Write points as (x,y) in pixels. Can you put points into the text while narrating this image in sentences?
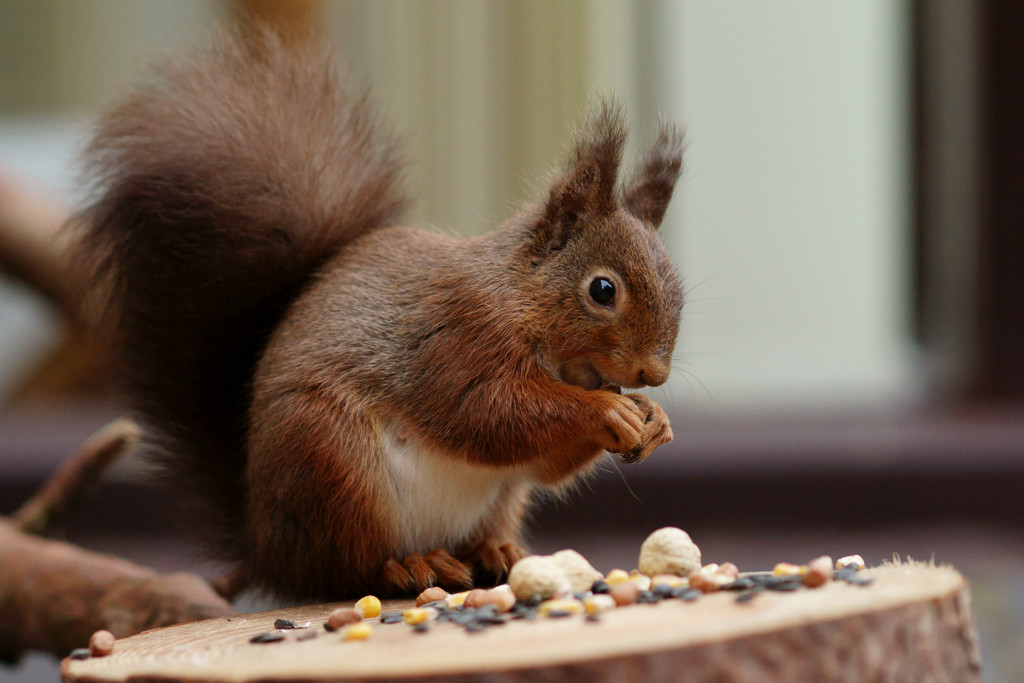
In this picture there is a squirrel (580,316) who is holding a nut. He is standing on the wood (212,660), beside him i can see the small seeds (810,578) and nuts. In the back (784,255) i can see the blur background (888,340).
